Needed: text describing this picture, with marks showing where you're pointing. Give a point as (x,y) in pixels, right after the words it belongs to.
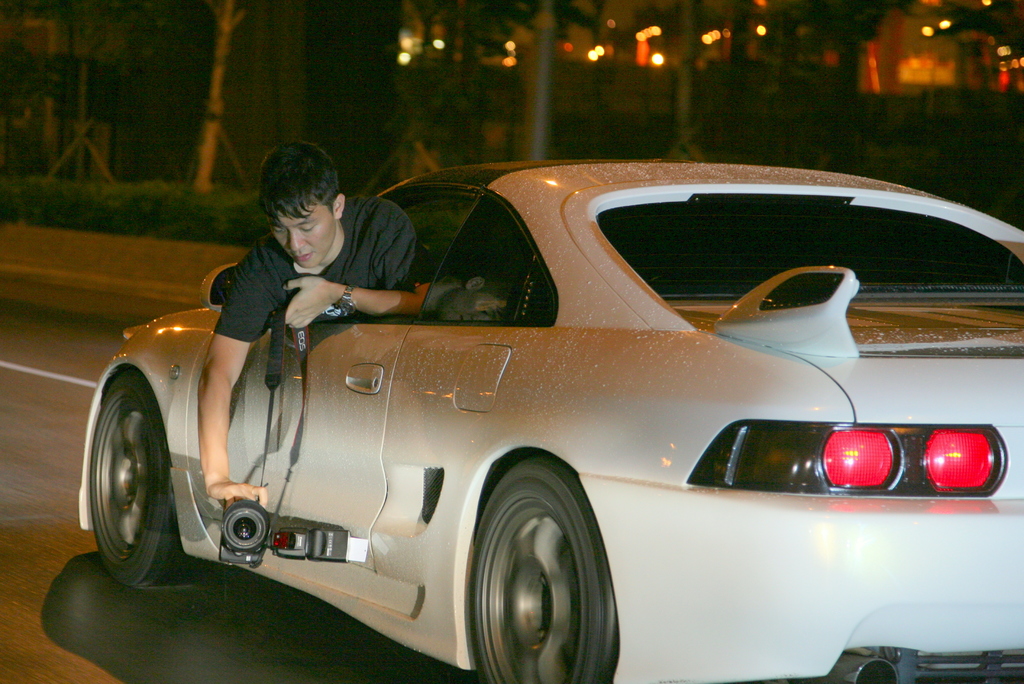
This picture shows a car (505,683) moving and we see a man (229,325) from the window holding a video camera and we see a road (76,296) and trees (690,134) around and a building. the car (429,480) is white in colour.
